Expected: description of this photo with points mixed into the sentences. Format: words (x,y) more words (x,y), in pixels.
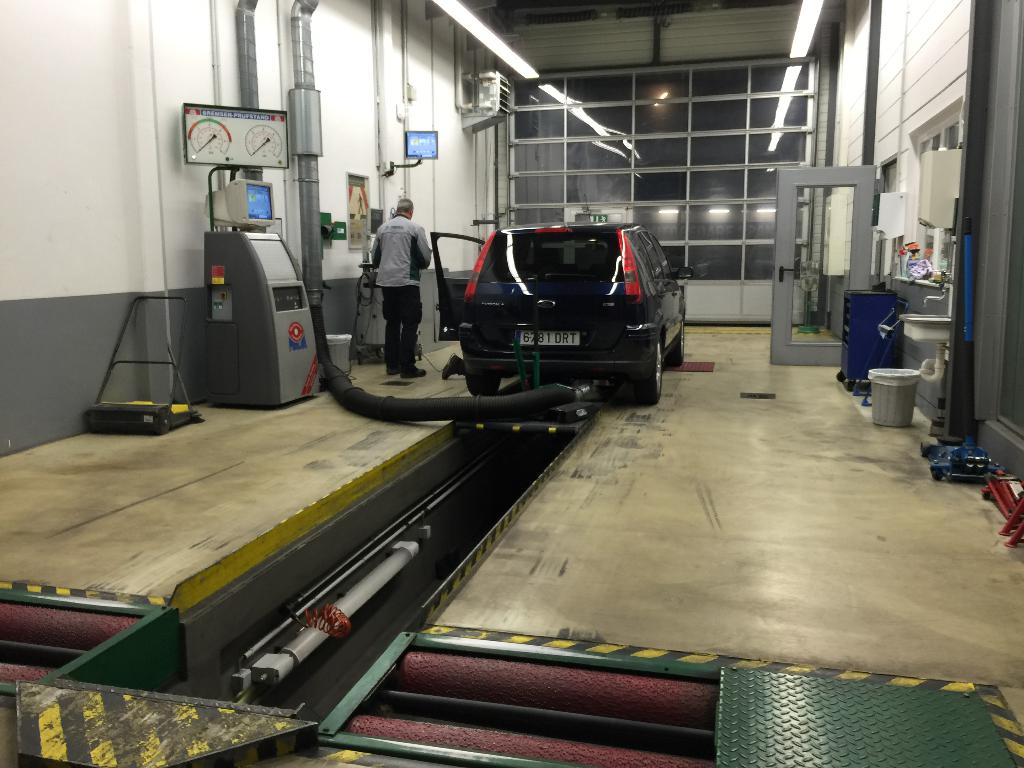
In this image I can see the interior of the building (469,443) in which I can see the cream colored floor (724,517), the car (633,362) which is black in color, few pipes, few electronic devices (254,216), a person (404,215) standing, the door (788,217), the glass wall (697,167) and few other objects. I can see the white colored wall (111,132) and few lights (461,10).
